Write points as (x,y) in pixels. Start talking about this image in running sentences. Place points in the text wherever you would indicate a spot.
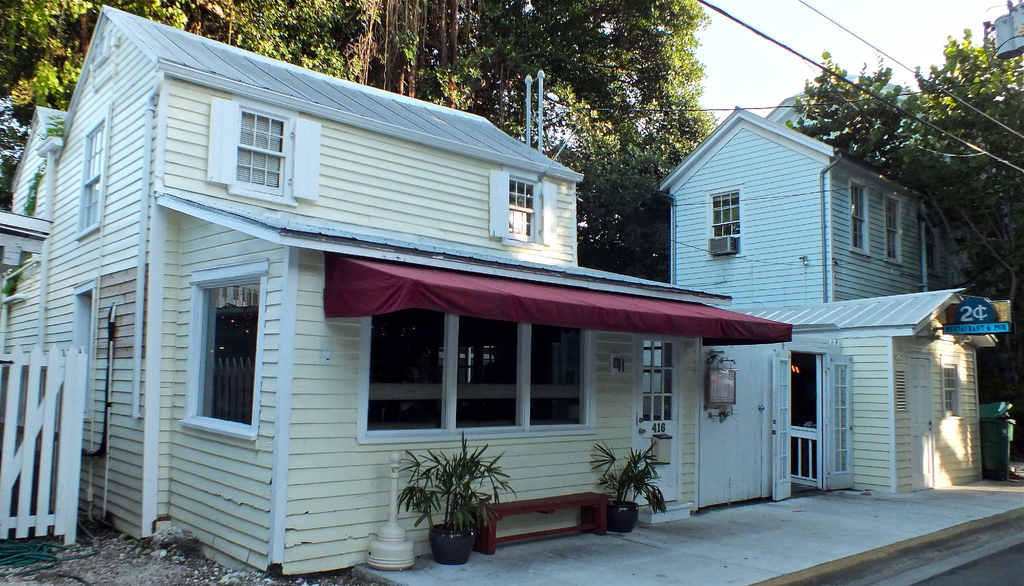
In the foreground of this image (759,353), there is a house (234,244) and a canopy (451,302) to a window (364,342). We can also see potted plants (630,509) and the gates (43,469). At the top (841,78), there are cables (982,149) and the sky (885,5).
